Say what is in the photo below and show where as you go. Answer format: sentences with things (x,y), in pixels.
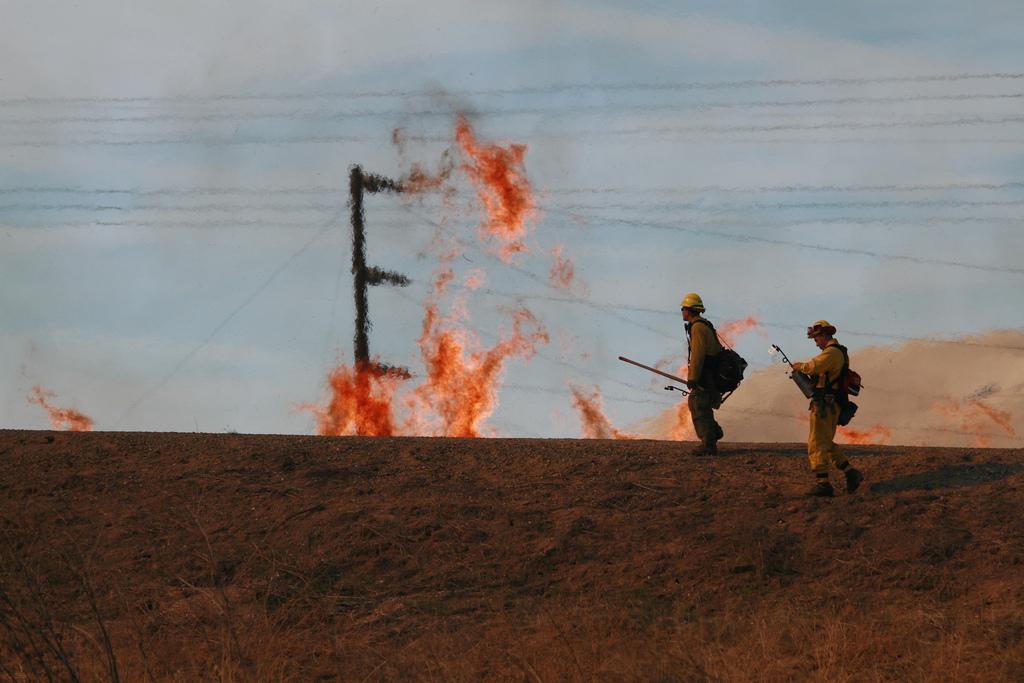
In the front of the image (491,566) there are people (825,344) and plants (558,652). People (827,368) are holding objects (774,344). In the background of the image (755,166) there is a pole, fire (373,401) and sky (731,220).
